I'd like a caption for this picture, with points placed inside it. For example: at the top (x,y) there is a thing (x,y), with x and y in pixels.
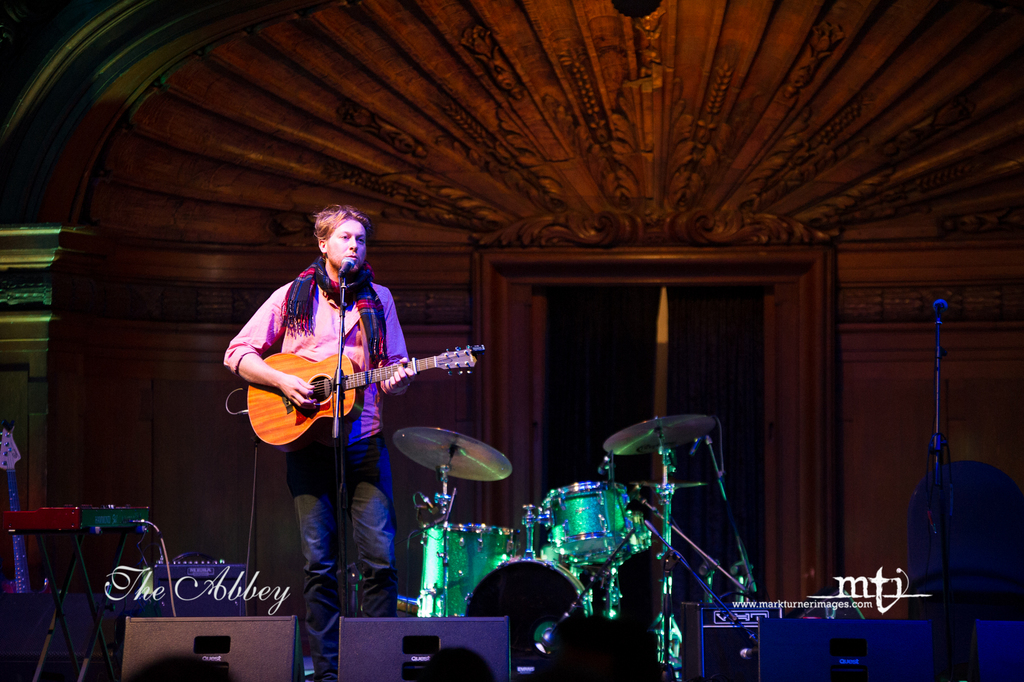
In this image I can see a person (331,336) standing in front of the mic (344,279) and holding the guitar (270,394). Beside him there is a drum set (514,532).
